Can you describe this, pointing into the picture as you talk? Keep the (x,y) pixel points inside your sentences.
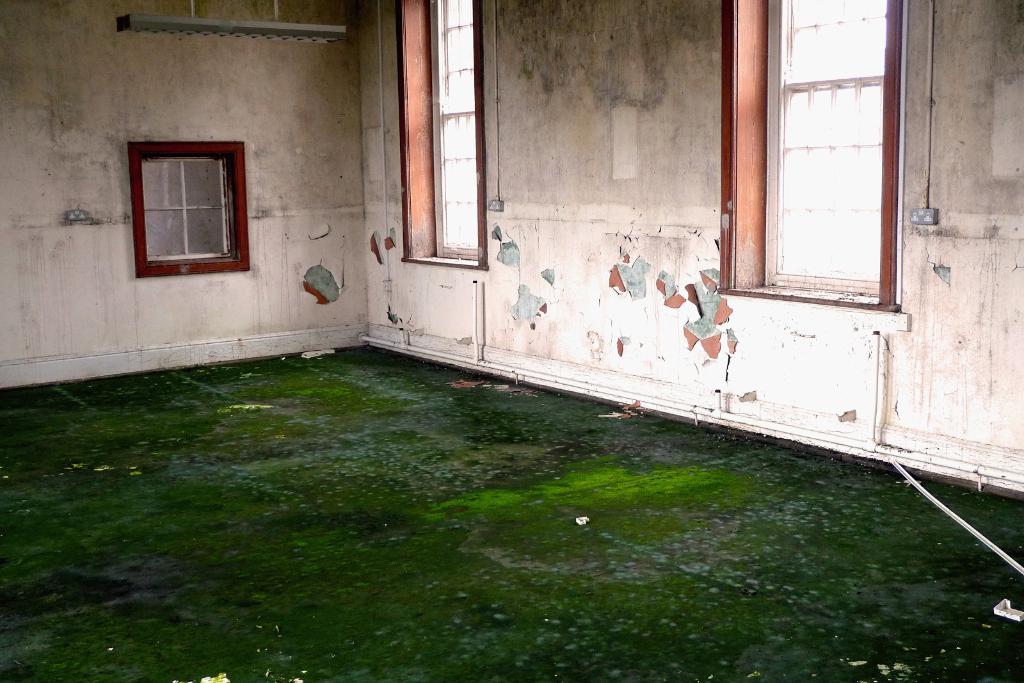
In this image I can see the room (280,501). And I can also see the windows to the wall (606,195). In the top (175,20) I can see the light (300,24) to the wall (114,230).
